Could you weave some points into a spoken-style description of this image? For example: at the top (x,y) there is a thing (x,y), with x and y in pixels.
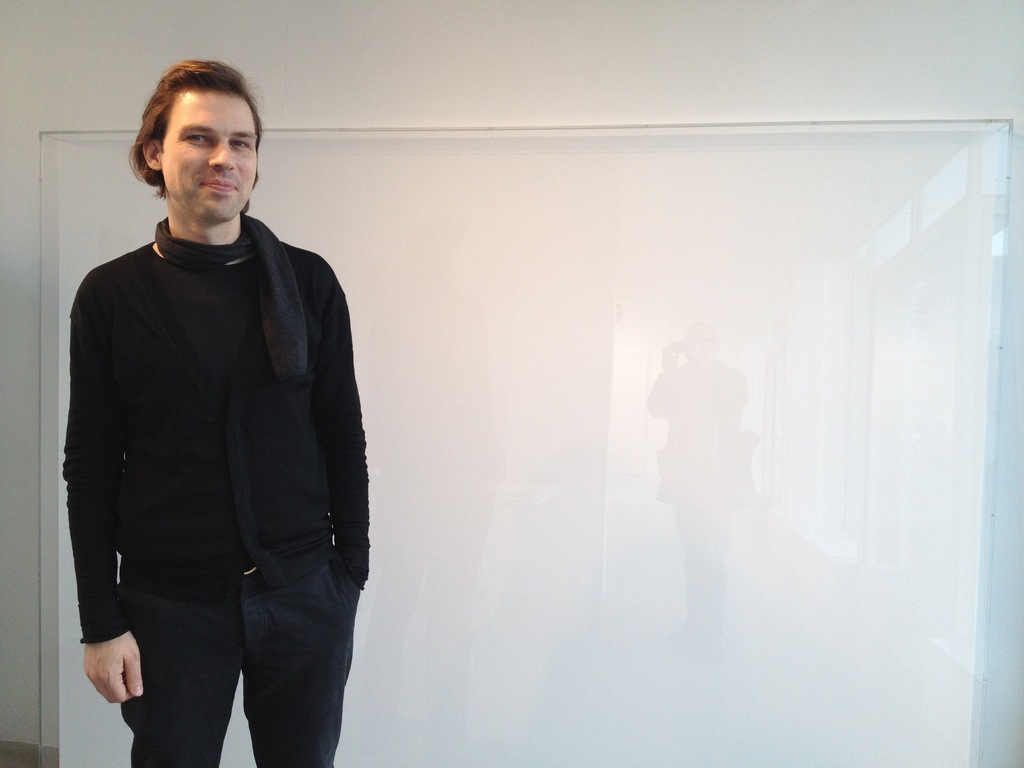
On the left side of the picture (154,552) there is a person (231,329) wearing black dress (232,484) and scarf (249,250). Behind him there is glass (511,128) and wall (407,59) painted white. In the glass (771,323) we can see the reflection (700,621) of another person (706,501).
